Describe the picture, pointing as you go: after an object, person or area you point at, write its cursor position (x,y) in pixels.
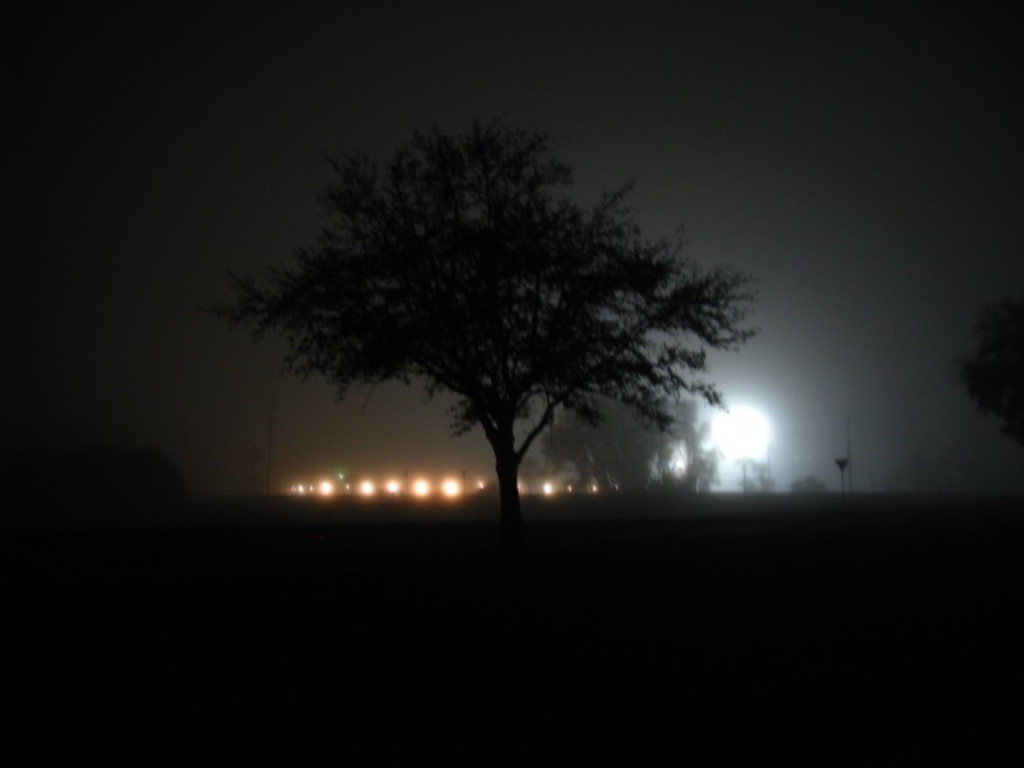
In this picture I can see trees (526,446). I can see the lights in the background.
